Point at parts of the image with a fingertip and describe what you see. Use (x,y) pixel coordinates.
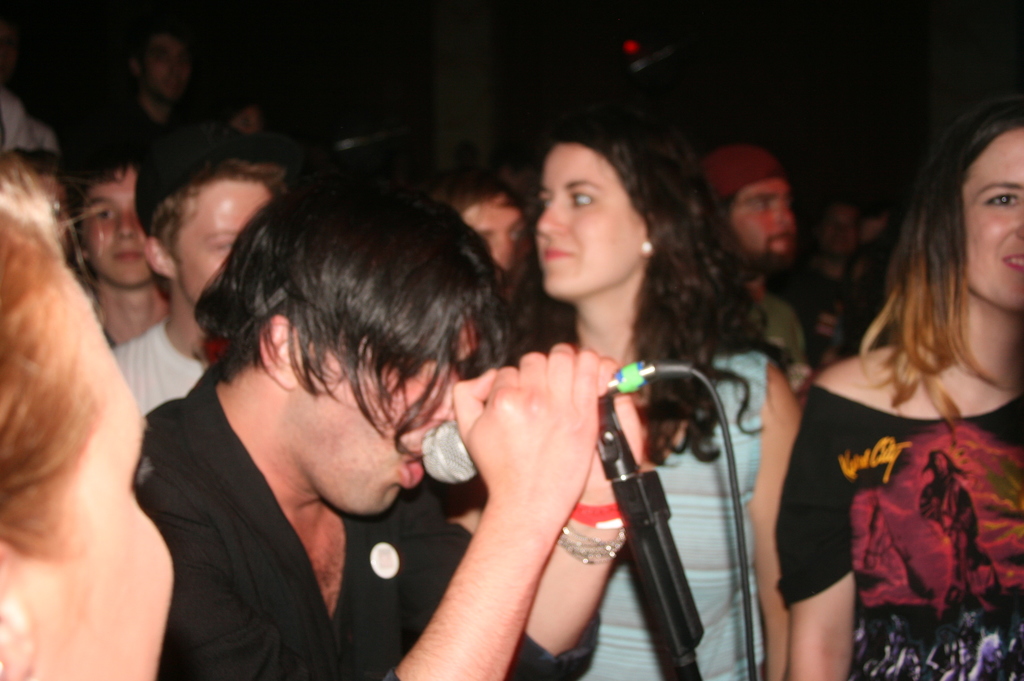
In the image we can see there are many people (404,227), both girls (552,262) and boys (458,266). This is a microphone (459,441). This is a cable wire (739,526).
